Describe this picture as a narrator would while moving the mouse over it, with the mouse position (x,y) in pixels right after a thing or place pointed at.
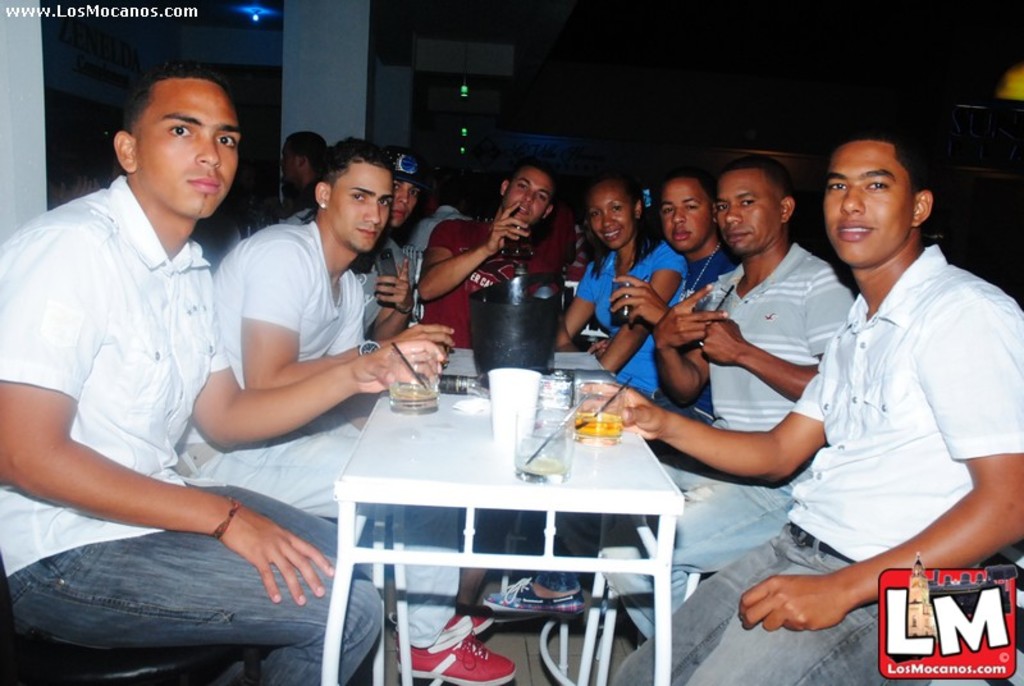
In this image we can see a group of people (351,446) sitting beside a table (366,434) containing some glasses (405,412), a bottle (451,392) and a container (506,291). In that two men (773,512) are holding glasses (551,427) and the other (497,282) is holding a cigarette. On the backside (398,124) we can see a wall (414,128) and some lights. On the bottom of the image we can see a logo (970,571).
